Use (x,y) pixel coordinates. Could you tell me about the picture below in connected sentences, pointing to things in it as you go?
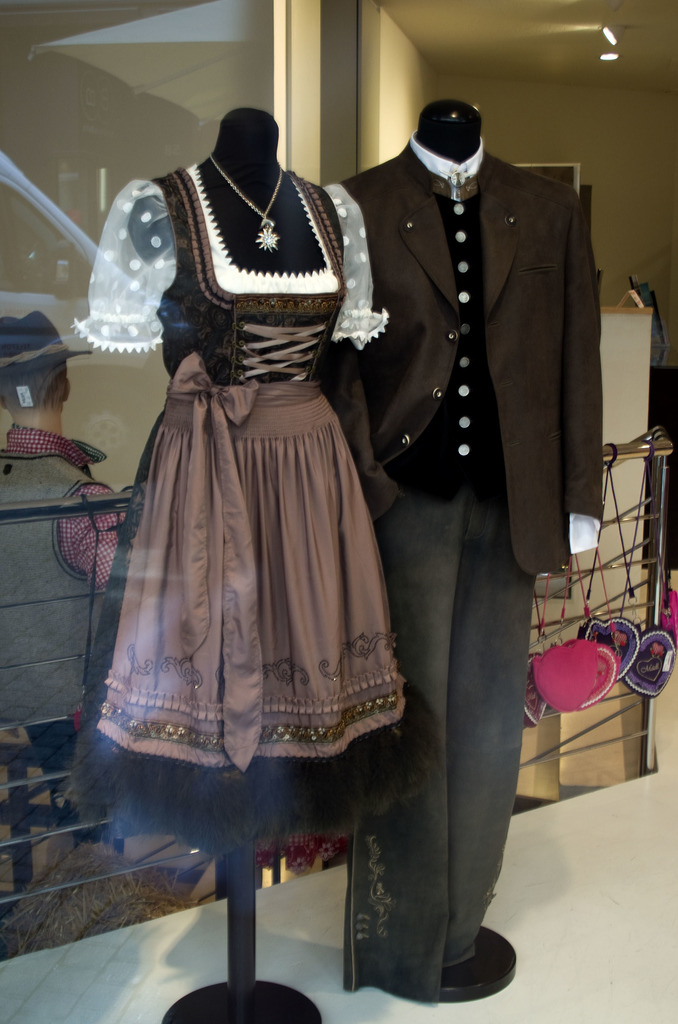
This picture consists of two mannequin (299,326) there is a gown (191,392) and suit (462,648) and backside there is mannequin (48,532) and some bags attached to the fence (23,667) on the right side (622,596).
